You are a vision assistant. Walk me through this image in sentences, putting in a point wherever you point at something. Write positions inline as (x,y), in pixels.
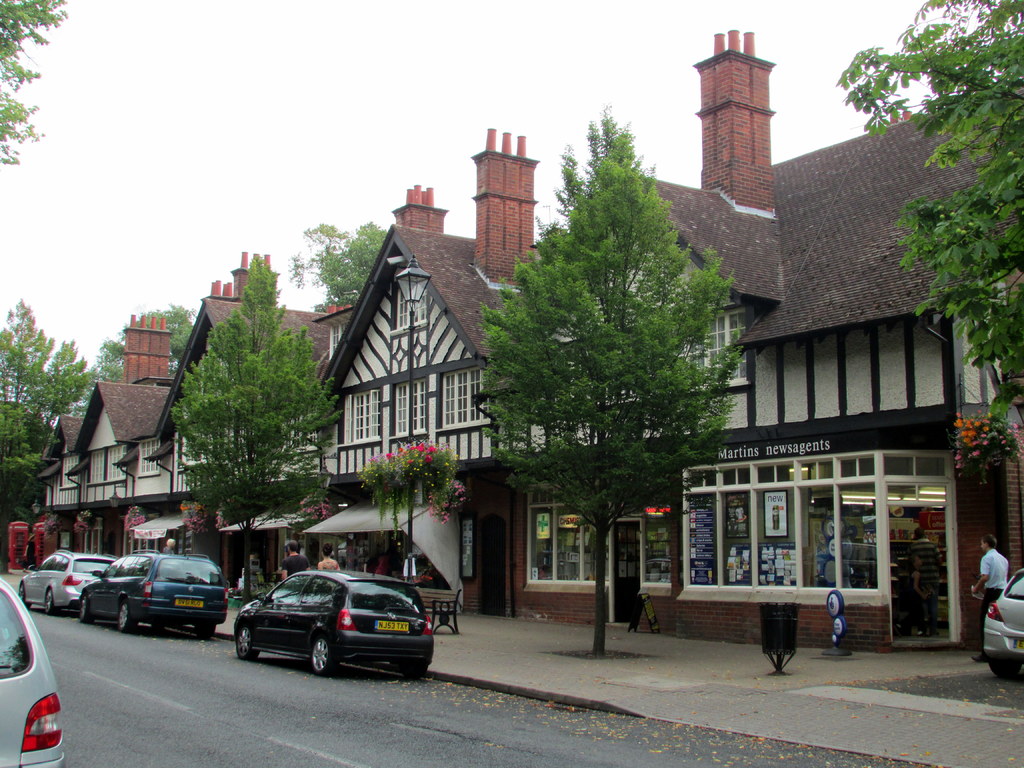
In the image we can see there are buildings (749,358) and there are trees (195,376). There are cars (330,658) parked on the road (154,639), there is a person (991,594) standing on the footpath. There is a clear sky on the top (306,188).
